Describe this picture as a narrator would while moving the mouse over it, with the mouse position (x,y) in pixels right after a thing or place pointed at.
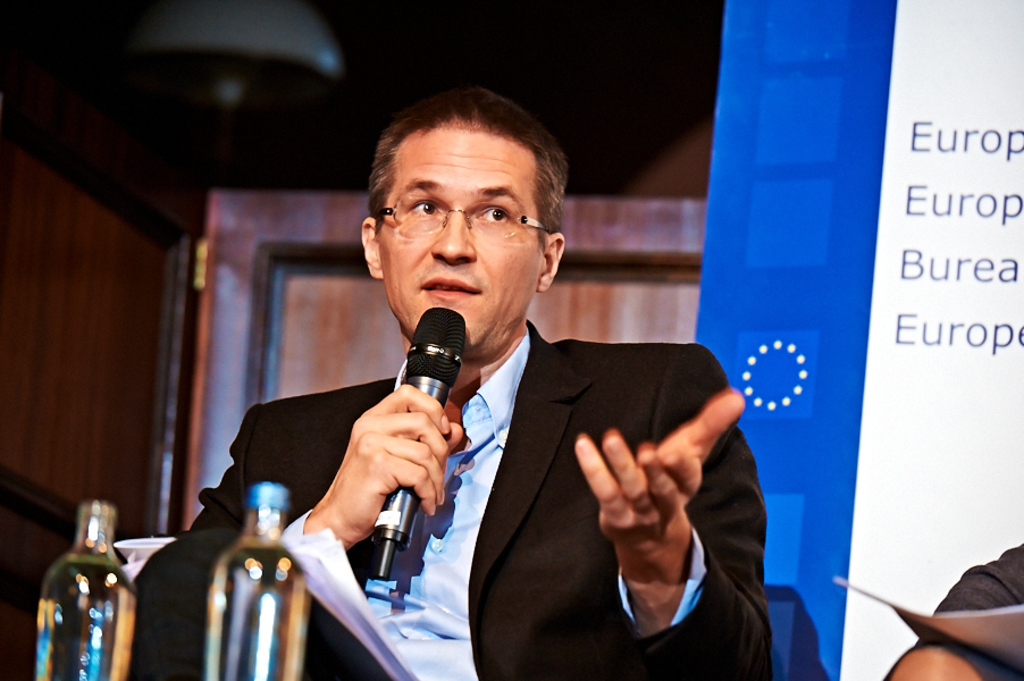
In this image, man (544,463) in suit (542,473), he is holding a microphone (431,372) and he is talking. He wear a glasses (496,235). At the bottom of the image (276,642), we can see bottles (212,633) that are filled with water (247,626). On right side (956,630), we can see human hand (940,667), some papers (940,617) and banner (934,529) at the back side (872,391). We can see light (329,65) and wooden door (323,314) at the background (305,375).
